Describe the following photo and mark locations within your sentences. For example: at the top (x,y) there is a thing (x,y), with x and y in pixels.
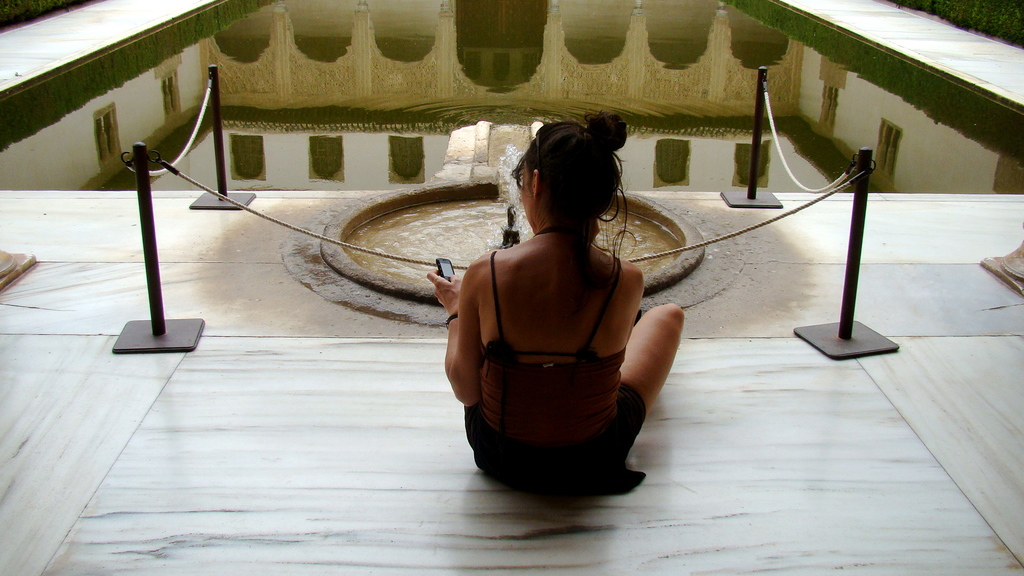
In this image, we can see a woman (553,348) is sitting on the floor (530,506) and holding a mobile (450,276). Here we can see rod stands (160,308) with ropes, water (583,85), walkways (897,25). On the water (518,85), we can see some reflections (420,105). We can see wall (377,149) and windows (248,136).
